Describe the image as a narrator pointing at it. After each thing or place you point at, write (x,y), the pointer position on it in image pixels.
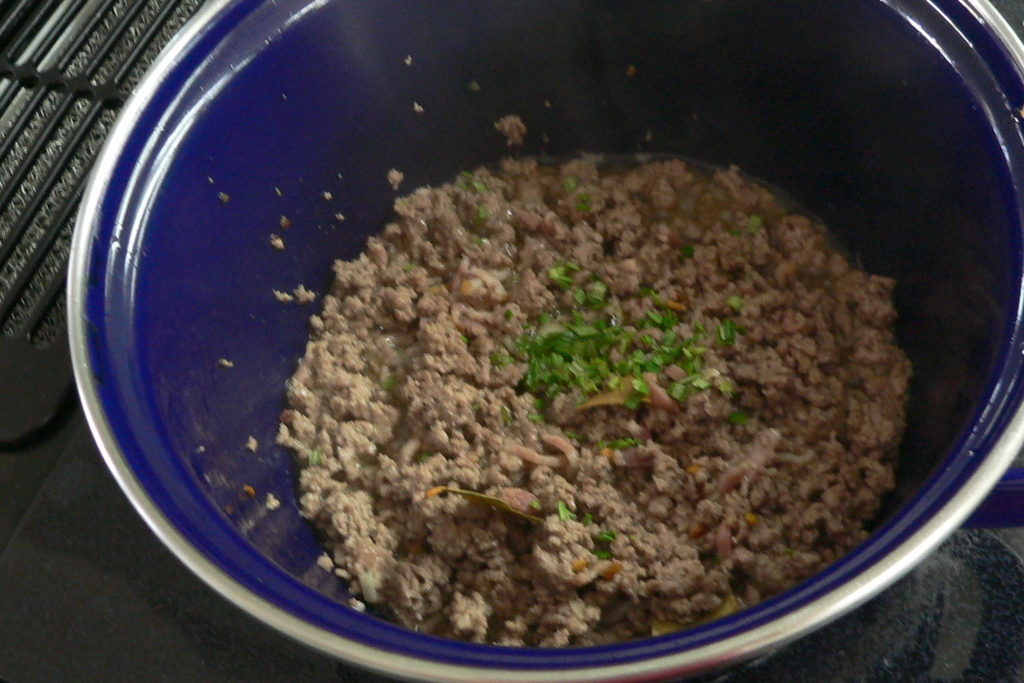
In this image we can see food (695,522) placed in a blue bowl (199,287).
